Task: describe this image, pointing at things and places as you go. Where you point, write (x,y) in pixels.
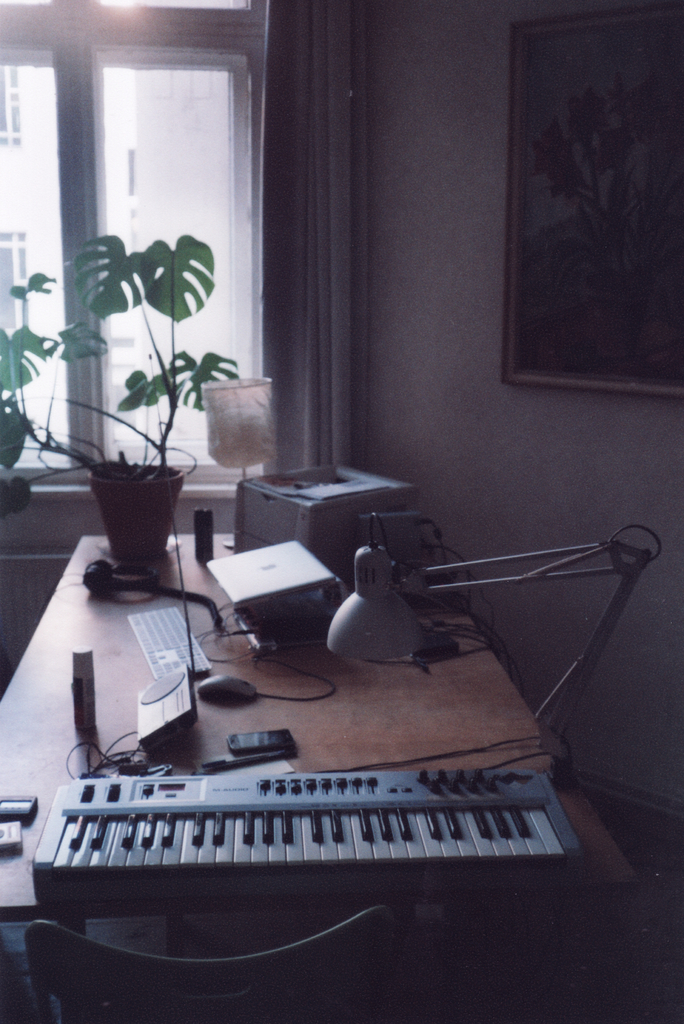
In the picture we can see a table (20,701). On the table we can find a guitar(key board), light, plant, and in background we can see a window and curtain (356,226) to it. And to the wall (488,486) there is a photo frame (550,247).
